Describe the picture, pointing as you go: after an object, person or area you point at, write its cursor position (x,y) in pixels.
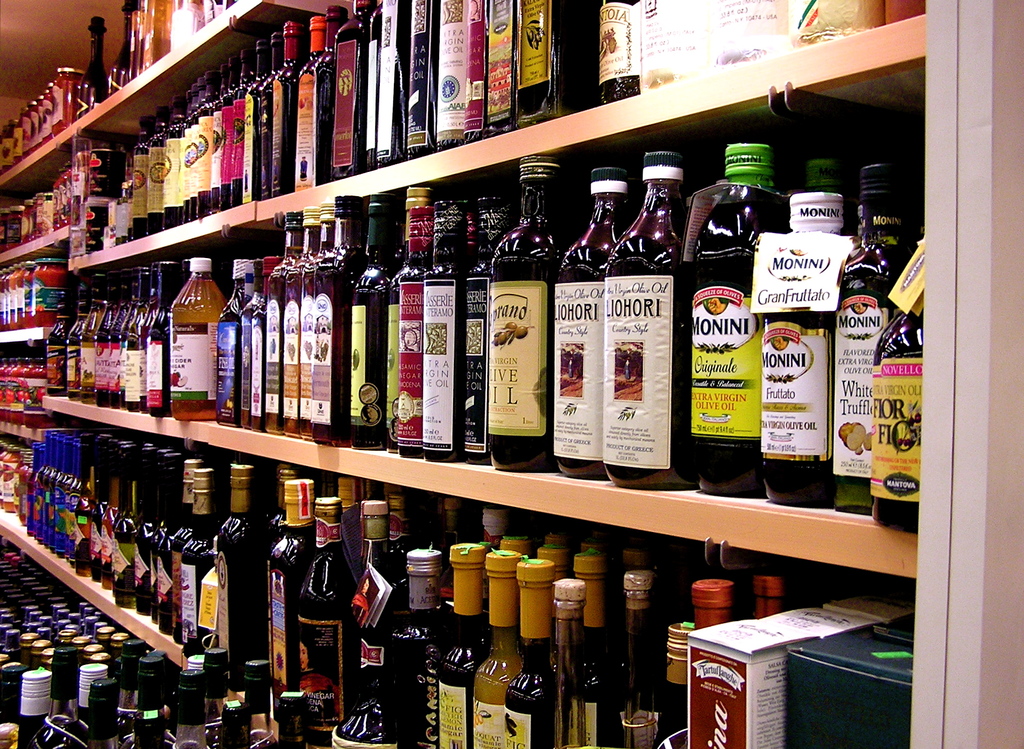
This image contains shelves (75,407) having bottles (52,443) arranged in it.
